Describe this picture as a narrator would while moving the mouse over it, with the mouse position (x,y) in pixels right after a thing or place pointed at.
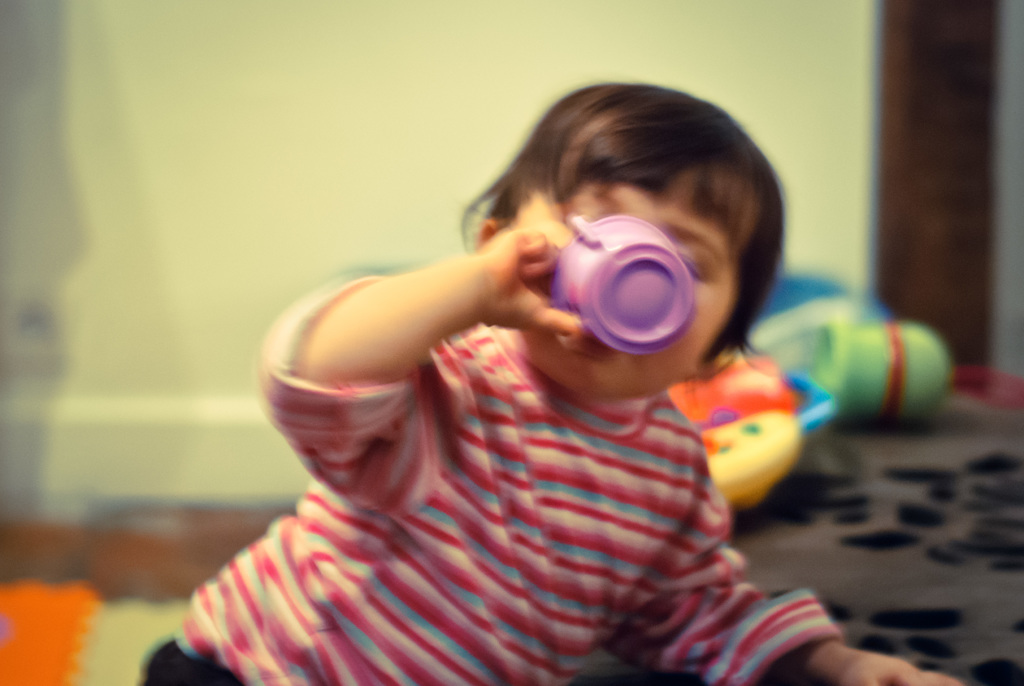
Here we can see a kid (471,642) holding a cup (590,254) with his hand (496,300). There are toys (729,466) and there is a blur background (809,36).
